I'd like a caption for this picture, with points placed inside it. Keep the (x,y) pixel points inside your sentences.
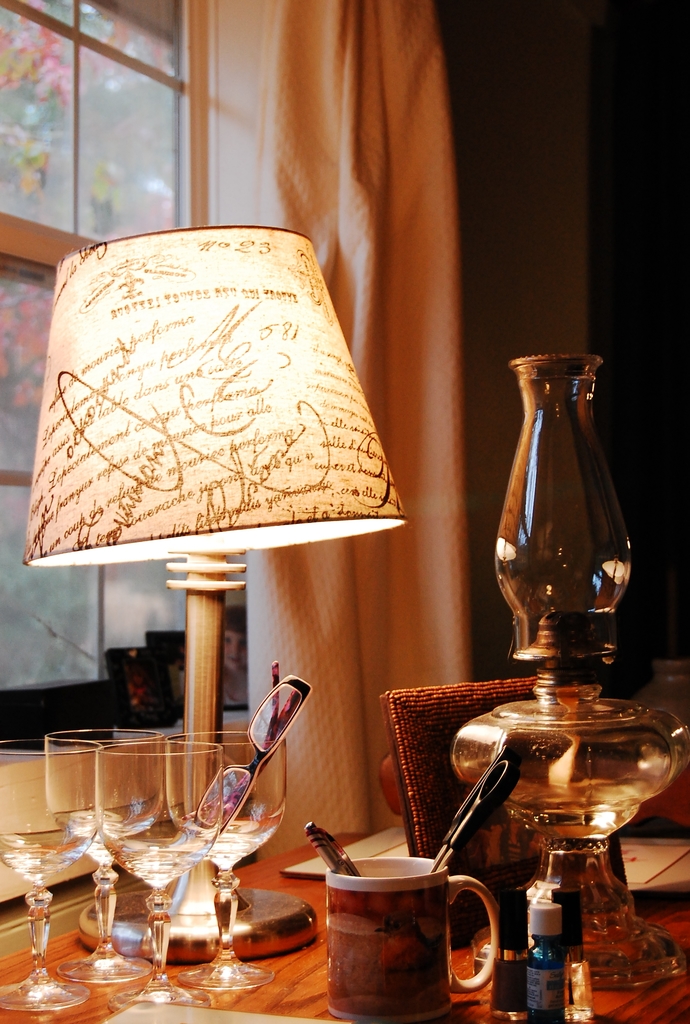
In the center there is a table (99,970), on table (124,972) we can see glasses (229,846), mug (391,930), pen (345,861), chimney (555,529), plate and lamp (182,883). In the background (470,154) there is a wall (522,232), window (114,138) and curtain (333,110).
